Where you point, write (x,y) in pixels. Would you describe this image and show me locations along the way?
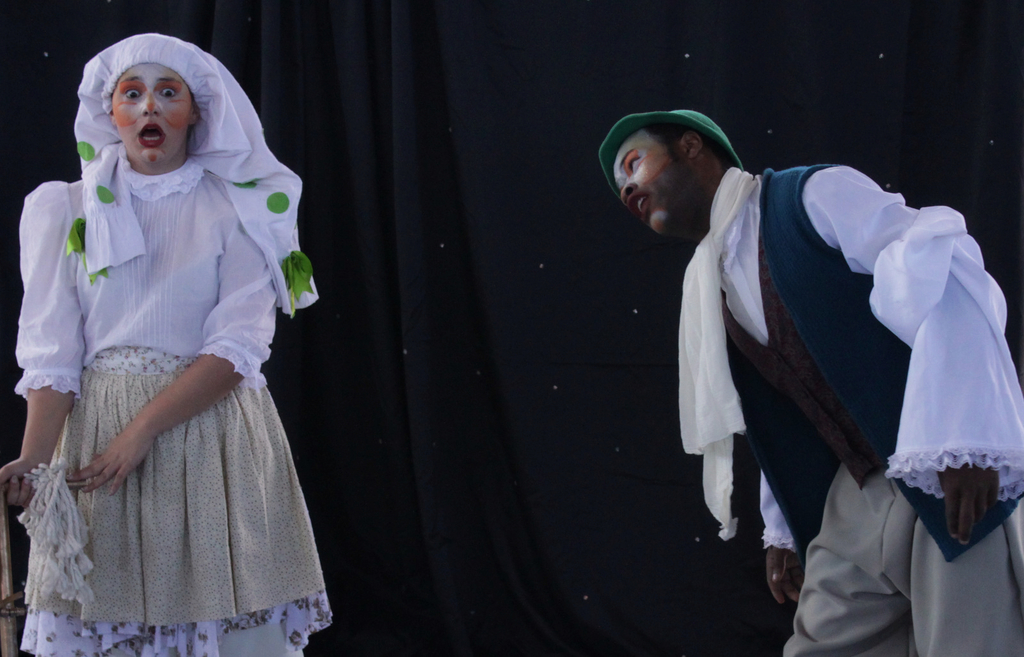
In the image there is a lady (83,134) and a man (715,172) with costumes (145,204) and makeup (673,165). Behind them there is a curtain (411,216).
